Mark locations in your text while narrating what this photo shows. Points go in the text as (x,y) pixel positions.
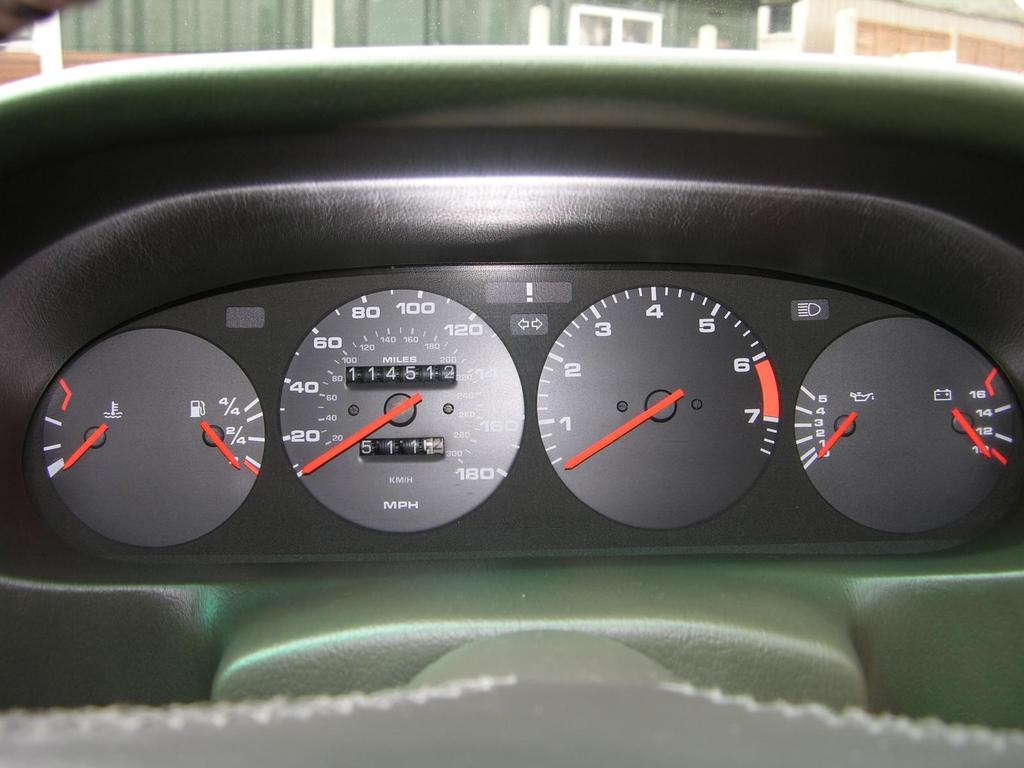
In this image in the front (432,372) there are meters (331,409). In the background (208,32) there are objects (354,31) which are green and white in colour and there are red colour objects (334,452) in the meter (621,440).
